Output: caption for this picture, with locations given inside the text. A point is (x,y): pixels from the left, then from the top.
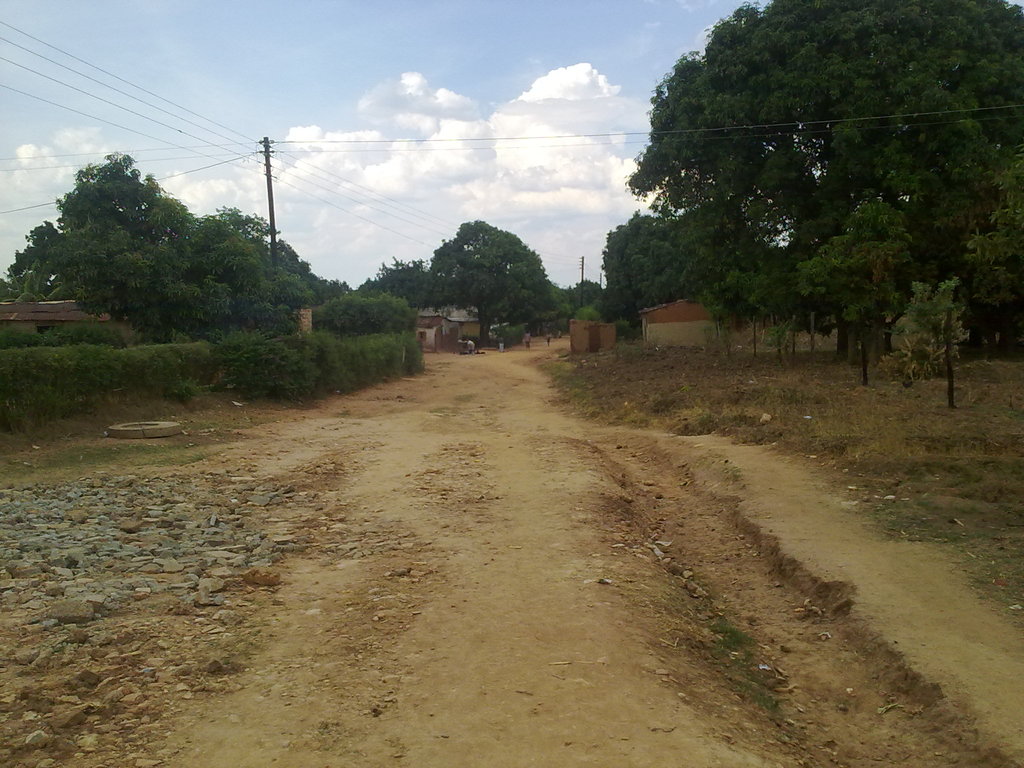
In this image there is a path (420,467), on either side of the path (341,401) there are plants (358,374) and trees (354,320), in the background (680,324) there are houses (667,326), current poles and the sky (458,195).
